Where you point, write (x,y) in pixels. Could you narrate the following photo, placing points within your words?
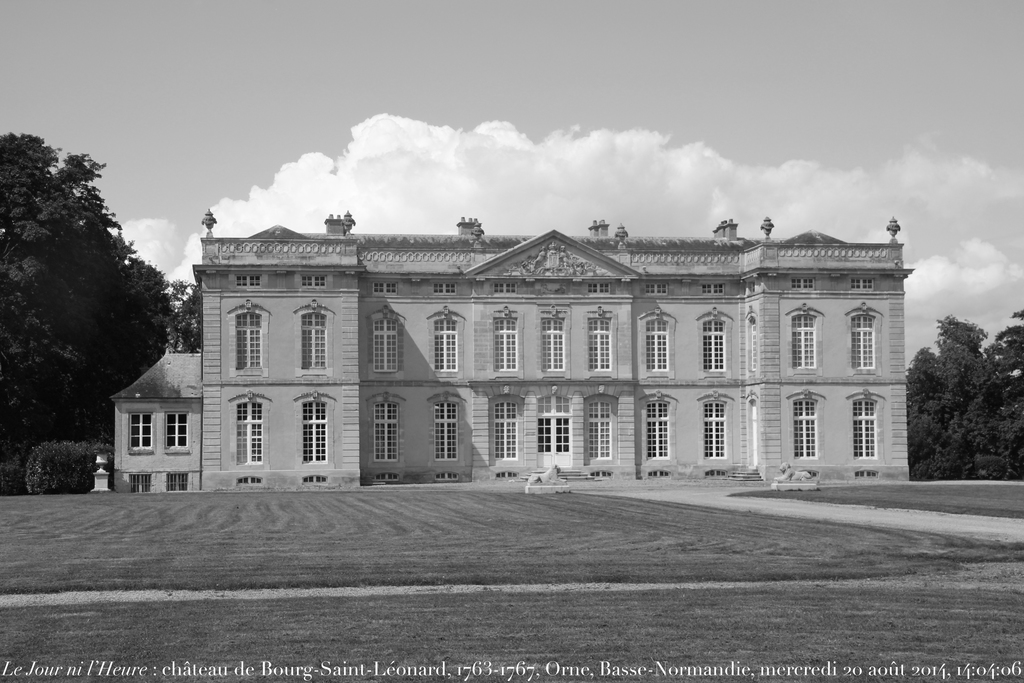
In this picture we can see a building (537,381), at the bottom (621,620) there is grass (621,620), on the right side (972,395) and left side (26,345) we can see trees (47,323), there is the sky (568,61) and clouds (562,156) at the top of the picture (589,117), we can see some text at the bottom (490,680), it is a black and white image.
